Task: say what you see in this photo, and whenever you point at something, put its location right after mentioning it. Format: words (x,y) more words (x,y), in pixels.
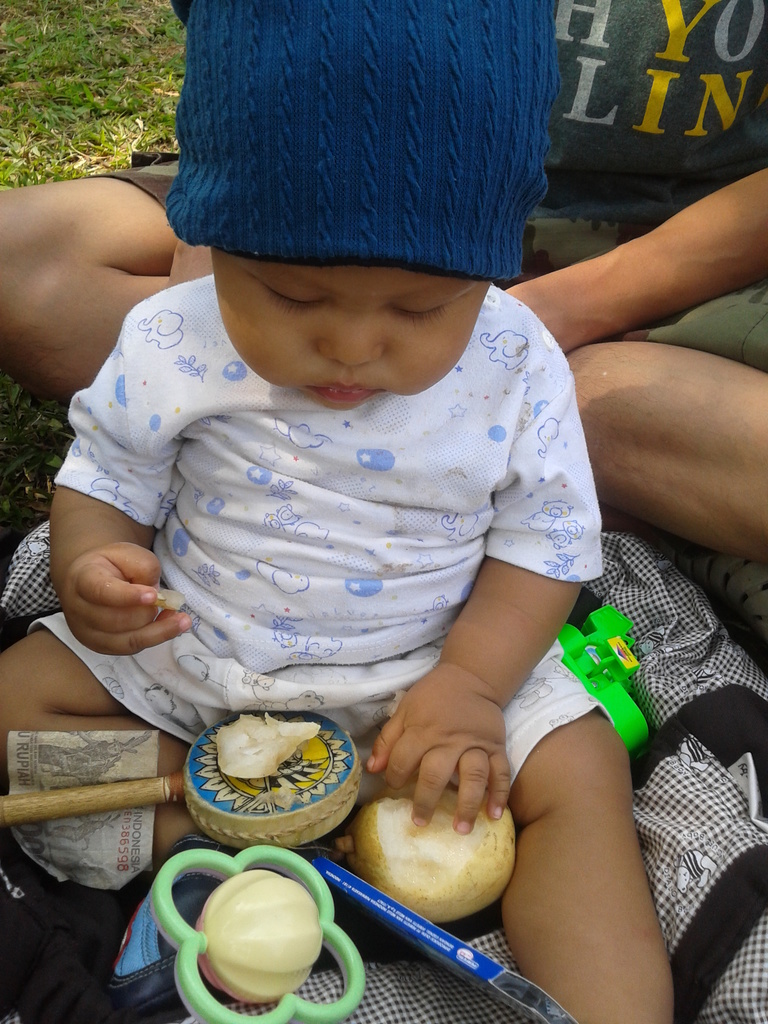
In this image I can see the baby (544,666) sitting and the baby (478,625) is wearing white color dress (424,552) and I can see few objects (134,949) in front of the baby (255,5). In the background (644,49) I can see the person (633,71) sitting and the grass (163,124) is in green color.
